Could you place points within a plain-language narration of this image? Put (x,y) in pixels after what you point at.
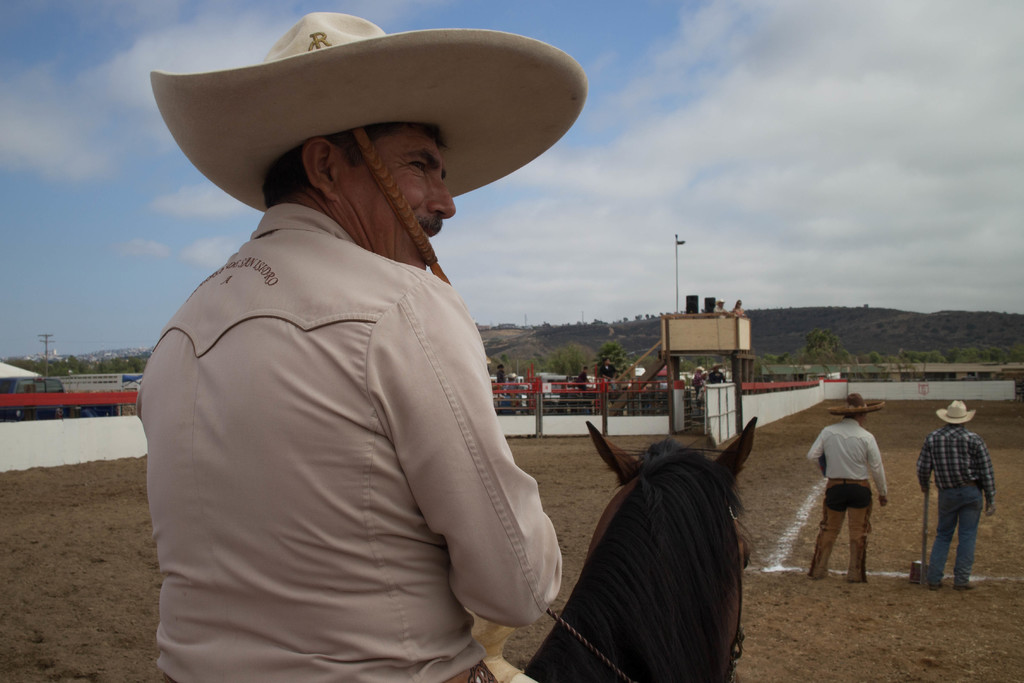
This is a picture taken in the outdoor, there is a man (310,501) who is riding the horse (616,593). In front of the horse (743,524) there are two man (842,497) standing on the field (874,577). Background of this people (391,470) there is a fencing (617,418), mountain (793,353) and a sky (825,144) with clouds (809,121).
